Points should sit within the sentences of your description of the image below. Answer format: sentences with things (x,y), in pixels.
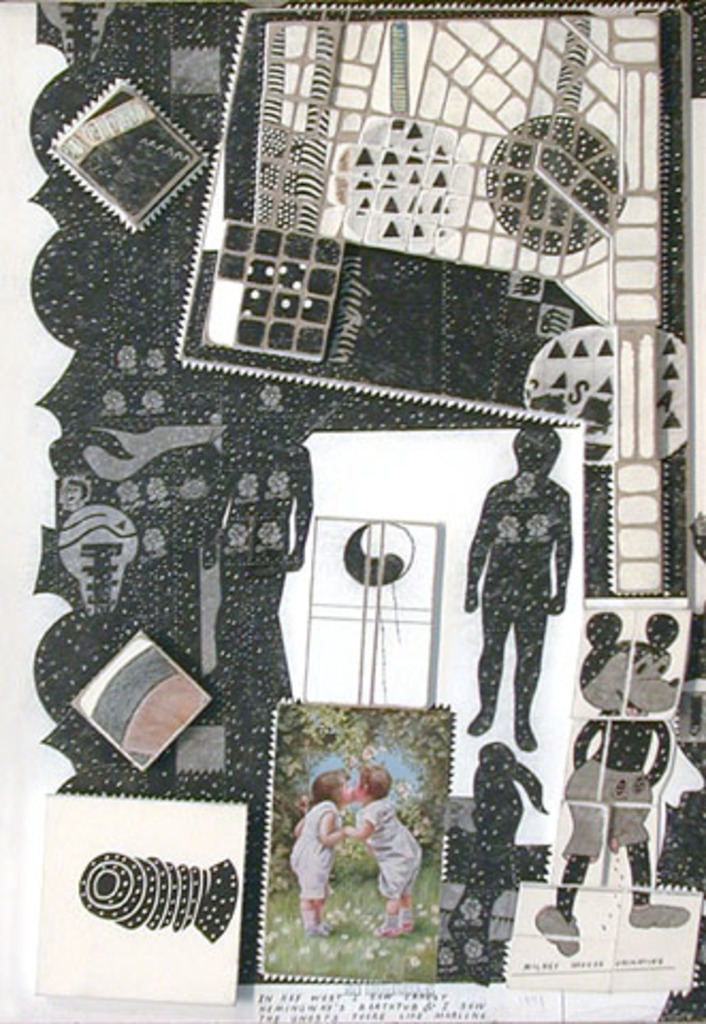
This is an animation picture, I can see a boy (381,858) and a girl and I can see text (307,999) at the bottom of the picture (550,990) and I can see few graphical images (377,583).
